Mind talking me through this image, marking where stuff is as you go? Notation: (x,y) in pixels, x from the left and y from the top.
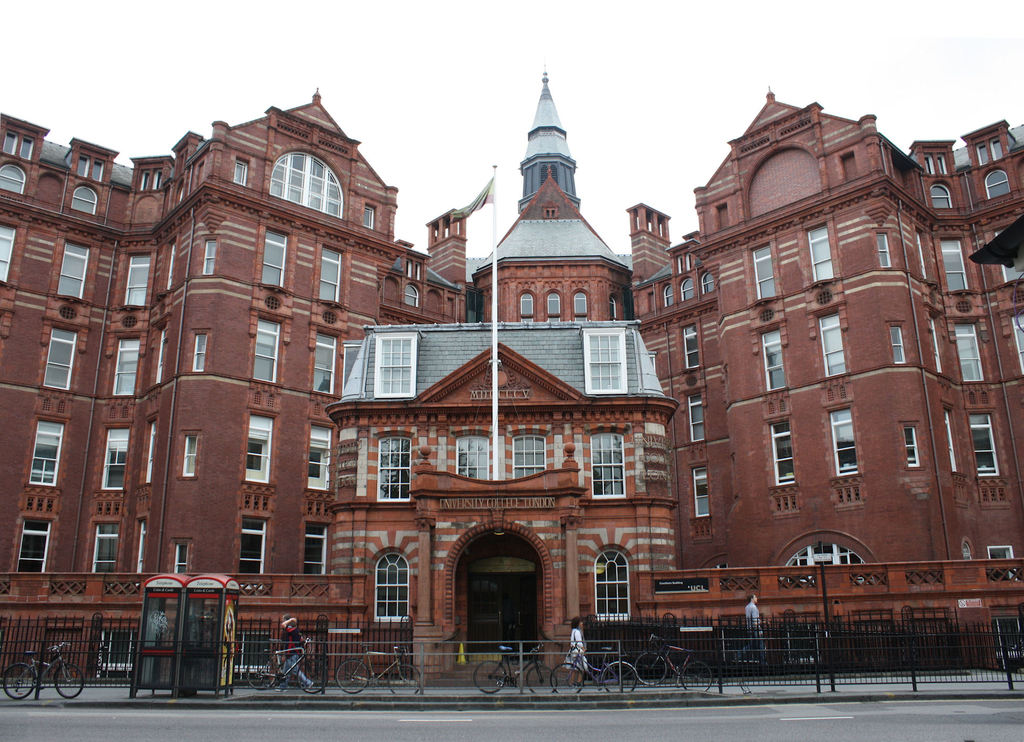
In this image, there is a building (280,411) which is colored brown. There is a sky (478,71) at the top of the image (463,67). There are some cycles (694,668) and persons (297,637) at the bottom of the image (286,646).
